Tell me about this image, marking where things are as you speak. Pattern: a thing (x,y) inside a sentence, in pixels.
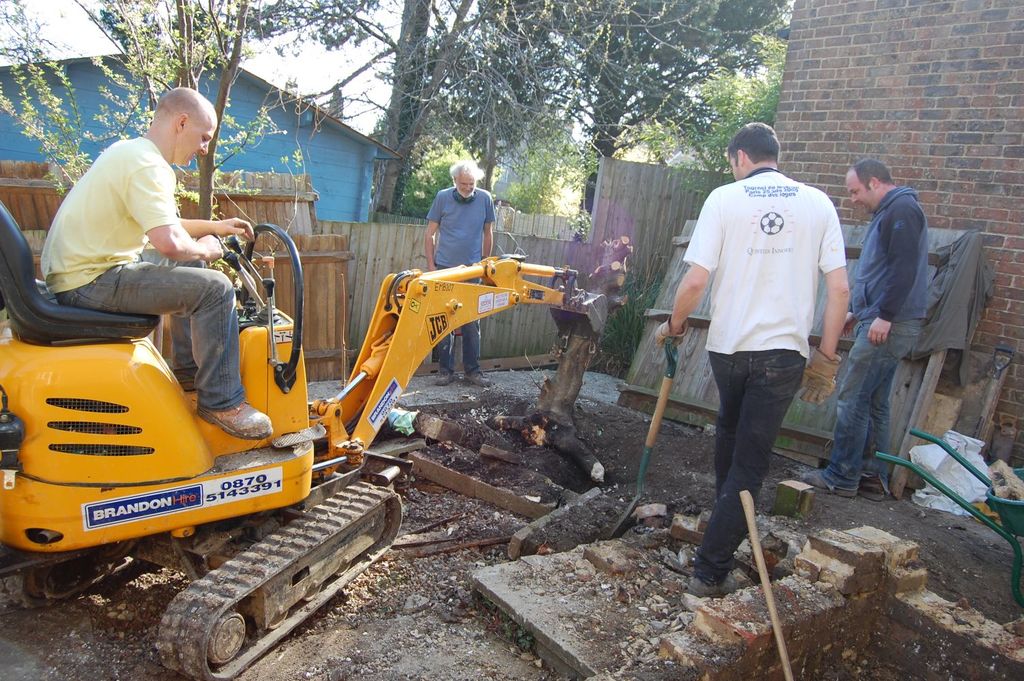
To the left side of the image (153,145) there is a person (73,259) sitting on an excavator (520,302). In the background of the image (572,81) there are trees (446,130), house (320,135). To the right side of the image (896,113) there is a wall (915,49). There are persons (771,150) standing to the right side of the image (809,240). At the bottom of the image (386,637) there are stones (345,642).
